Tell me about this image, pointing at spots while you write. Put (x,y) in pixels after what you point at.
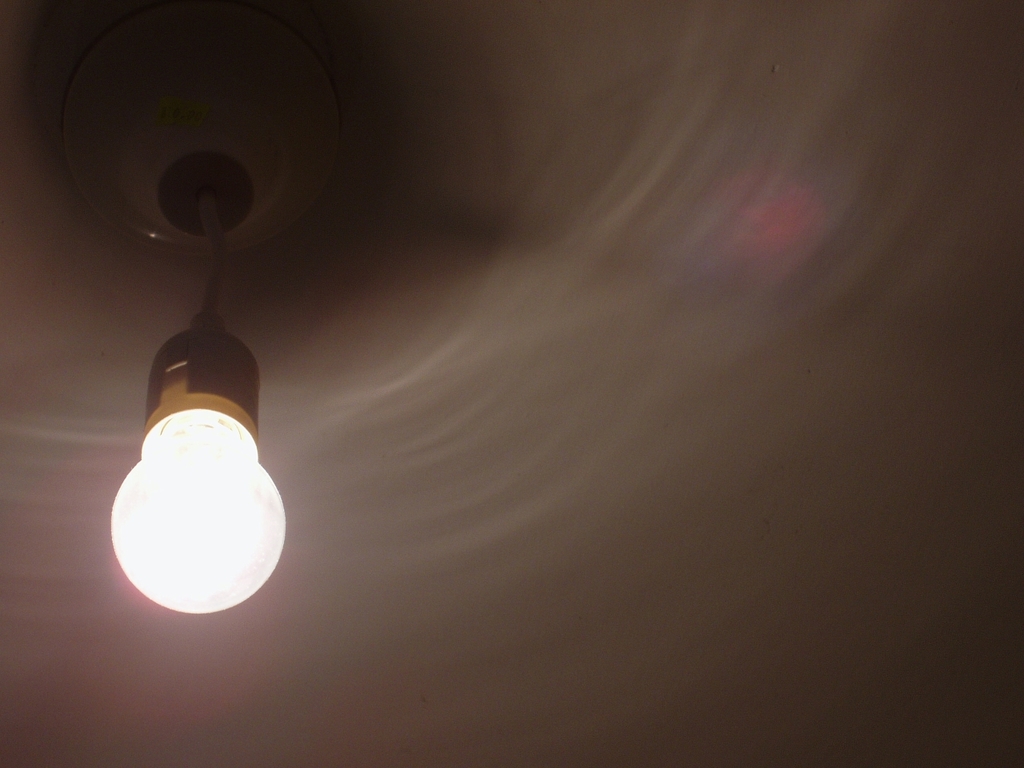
Here we can see a light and there is a white background (636,453).
